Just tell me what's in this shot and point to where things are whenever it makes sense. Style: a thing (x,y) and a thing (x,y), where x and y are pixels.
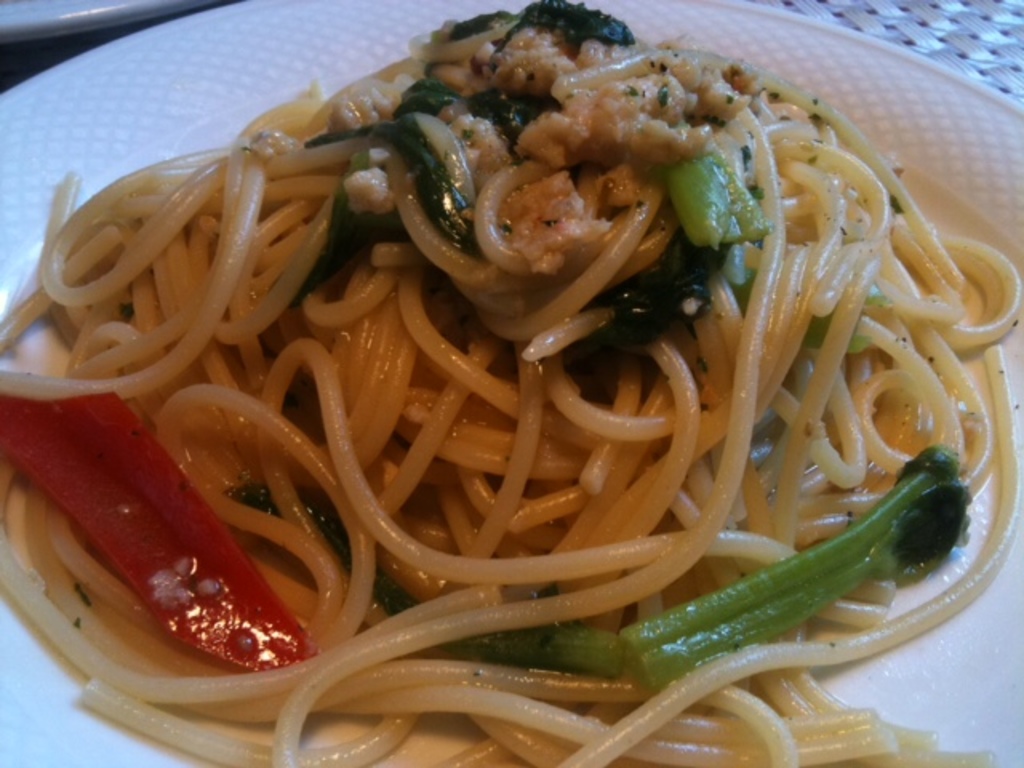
In this image there is a plate (32,204) having noodles (401,397), broccoli (744,587) and some food (96,499) on it. Left top there is a plate (59,8).
